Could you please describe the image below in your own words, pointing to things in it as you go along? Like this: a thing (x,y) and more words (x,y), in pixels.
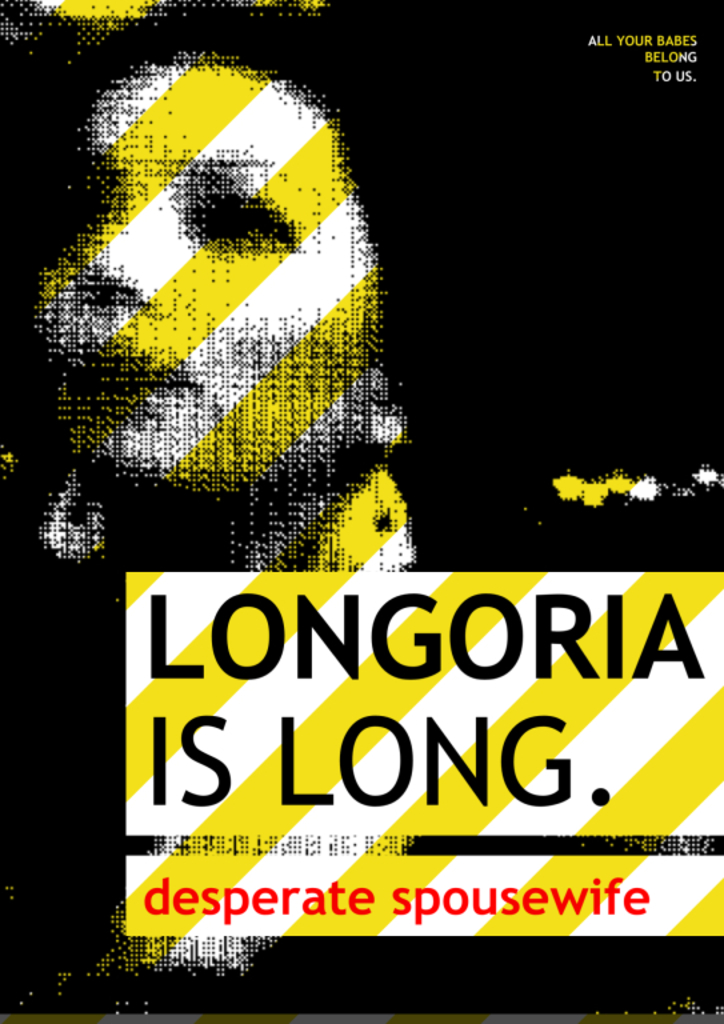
In this image I can see on the left side (217,401) there is the blur image of a woman (277,325) in black and yellow color. At the bottom (243,899) there is the text (484,741) in black and red color.
